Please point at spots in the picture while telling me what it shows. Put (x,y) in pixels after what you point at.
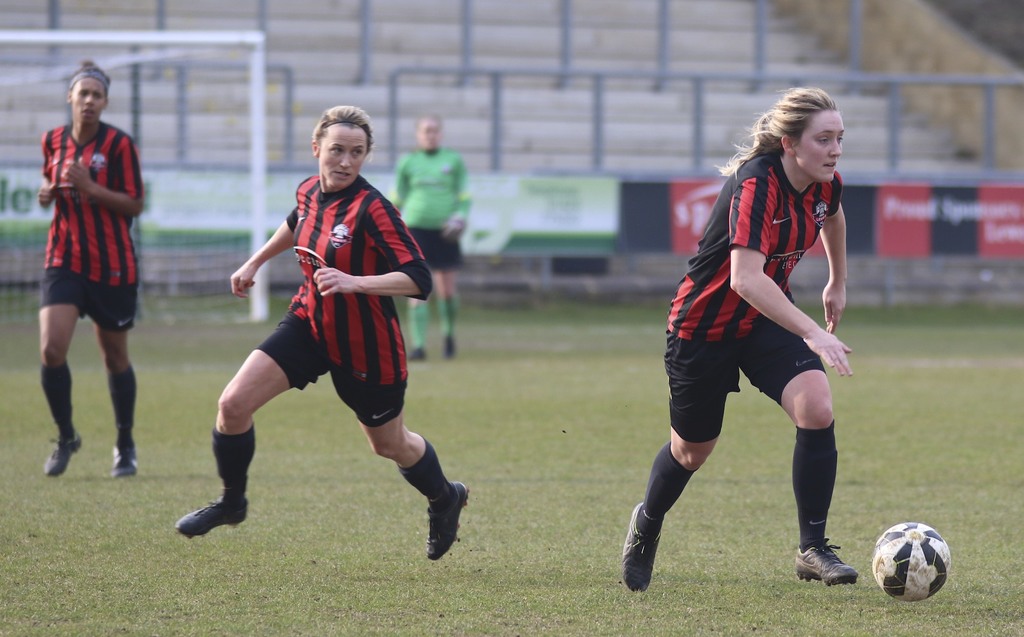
This picture might be taken in the playground (847,319). In this image, on the right side (837,290), we can see a woman (847,358) running. In the middle of the image (370,385), we can also see another woman (368,286) running. On the left side (125,216), we can see a person (93,212) walking on the grass (113,512). In the background (417,210), we can see a person (442,169) wearing a green color shirt (438,204) is standing on the grass (450,426). In the background (316,111), we can see a staircase (544,98), hoardings (1023,241). At the bottom (935,496), we can see a ball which is on the grass (992,615) and a grass (527,558) on the land (252,544).
